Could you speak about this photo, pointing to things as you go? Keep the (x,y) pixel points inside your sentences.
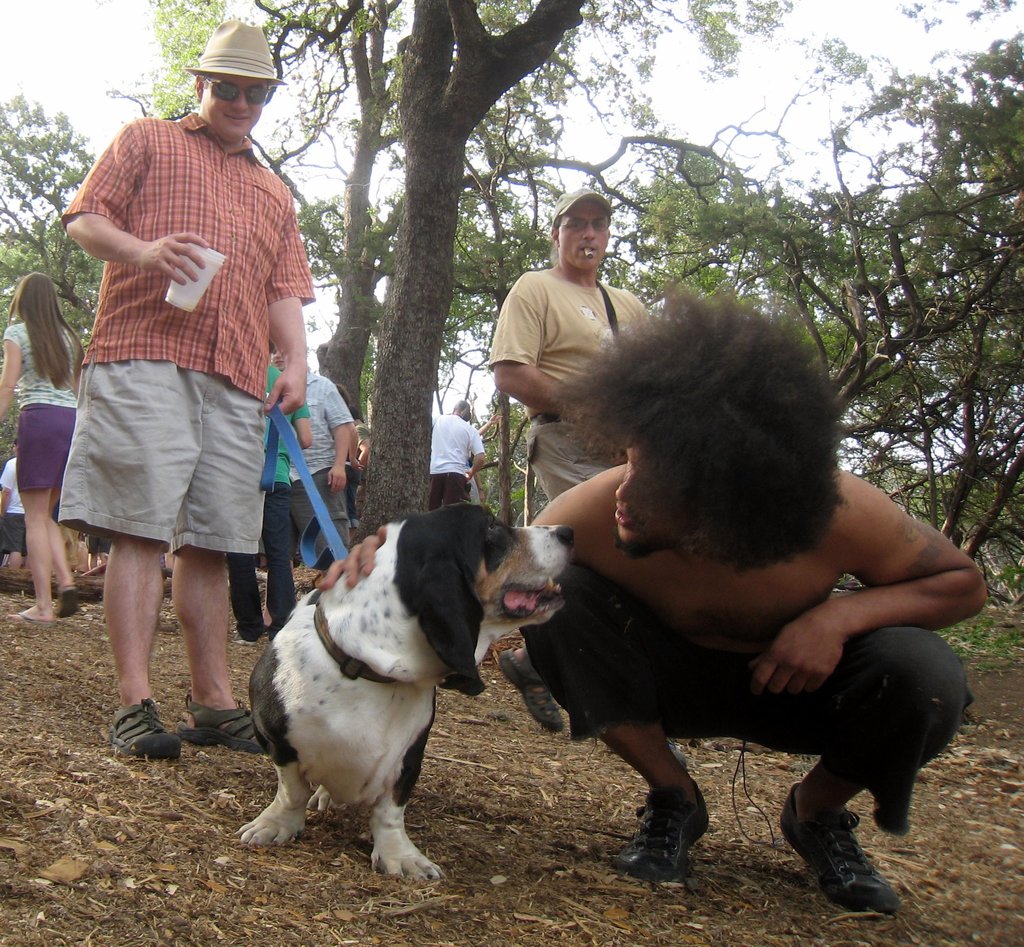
As we can see in the image there is a sky (77,42), tree (727,280), few people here and there and there is a dog (429,595).
